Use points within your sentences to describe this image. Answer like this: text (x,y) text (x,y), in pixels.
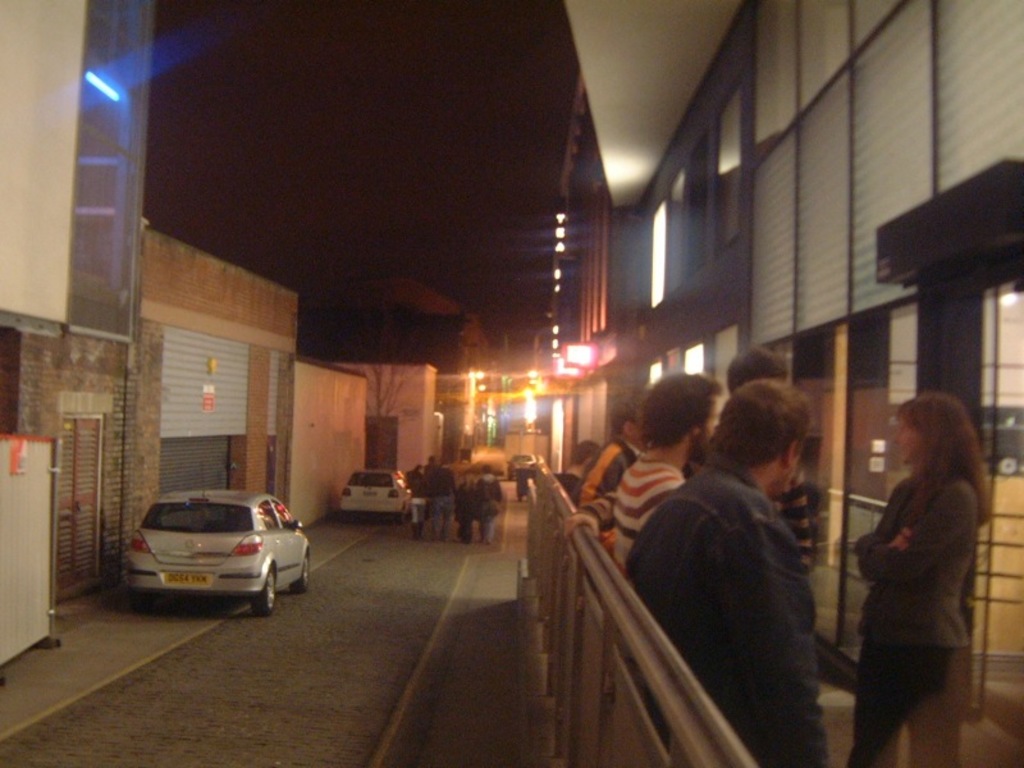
This picture is clicked outside the city. On the right side (731,447), we see the people (669,577) are standing. Behind them, we see the railing (560,726). On the right side (920,237), we see a building (890,101) in white color. In the middle (436,496), we see the people (460,519) walking on the road (512,495). On the left side (323,481), we see the buildings (180,374) and the cars (142,532) parked on the road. There are trees (387,408), buildings (396,385), street lights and a car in the background (533,371). At the top (299,164), we see the sky (269,180). This picture might be clicked in the dark.
